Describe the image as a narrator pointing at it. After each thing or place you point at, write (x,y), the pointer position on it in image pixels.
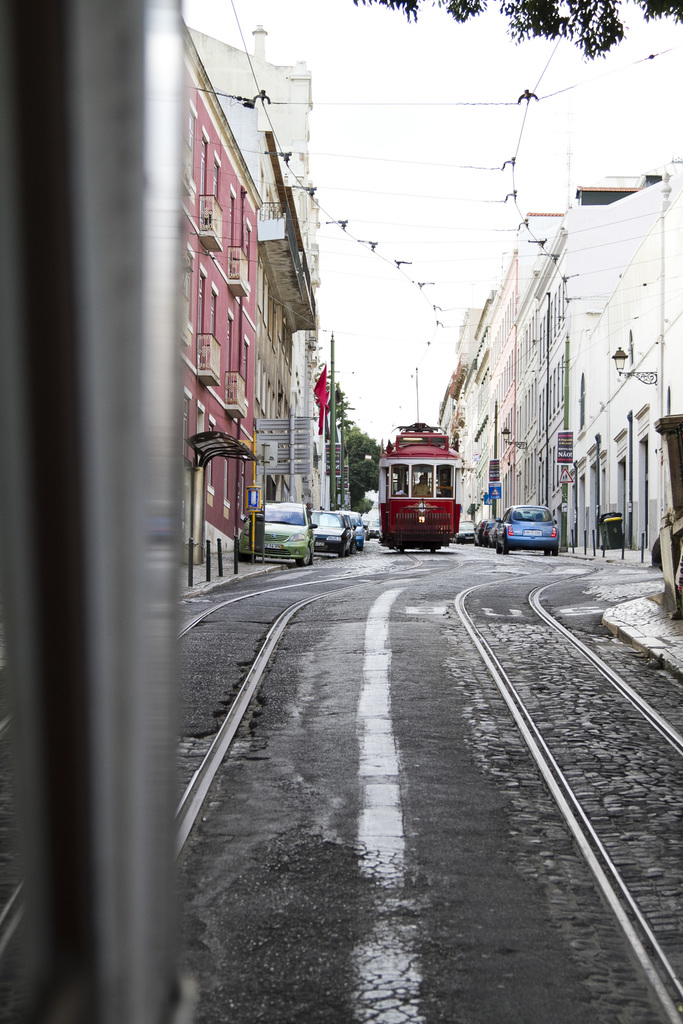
In the image there is a train (413,473) in the middle of the road (420,568) with cars (292,551) on either side of it and buildings (277,261) on the side of the car (302,544) and above its sky (392,230).
